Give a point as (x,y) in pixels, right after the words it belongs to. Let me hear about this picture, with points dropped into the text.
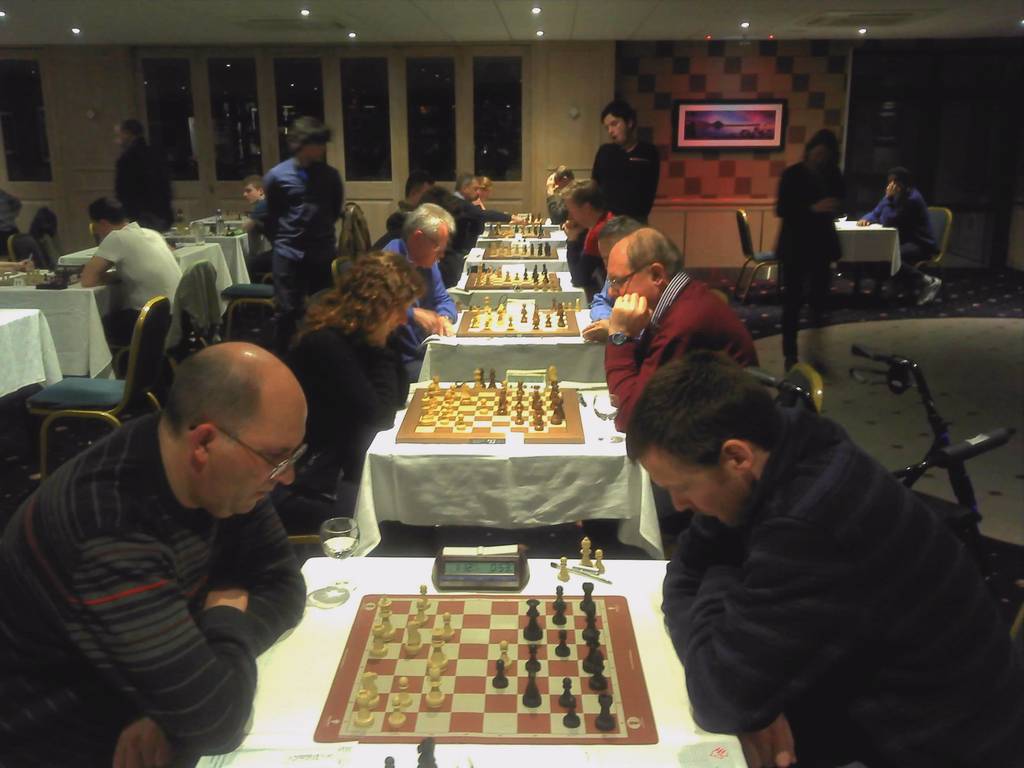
There are many people (263,637) sitting in front of each other, playing chess (464,684) in this room (383,313). Some of them are watching them. In the background (706,127), there is a photograph (699,105) attached to the wall (553,76).
